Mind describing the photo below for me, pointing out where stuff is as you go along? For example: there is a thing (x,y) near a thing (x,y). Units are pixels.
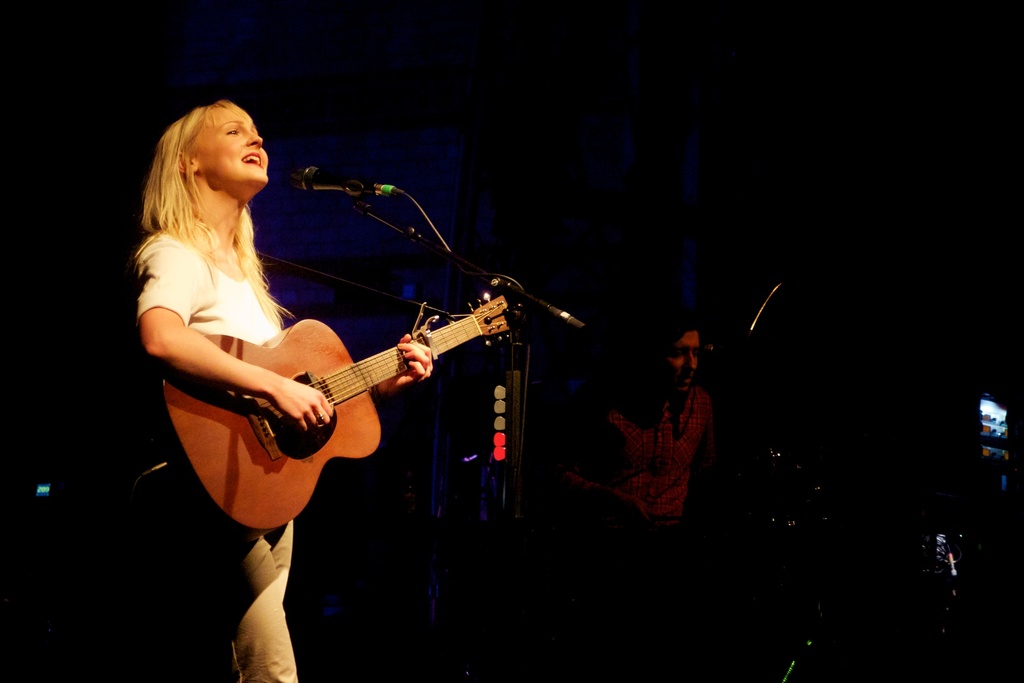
In the left (157,168), there is a woman (164,183) standing and singing in front of the mike (318,186) and playing a guitar (282,416). In the right bottom (701,462), there is a person (694,370) is sitting and playing instruments (758,478). In the background (692,246), the curtain (445,191) is visible which is black in color and blue in color. It seems the image is taken in a concert stage (718,624) during night time.
